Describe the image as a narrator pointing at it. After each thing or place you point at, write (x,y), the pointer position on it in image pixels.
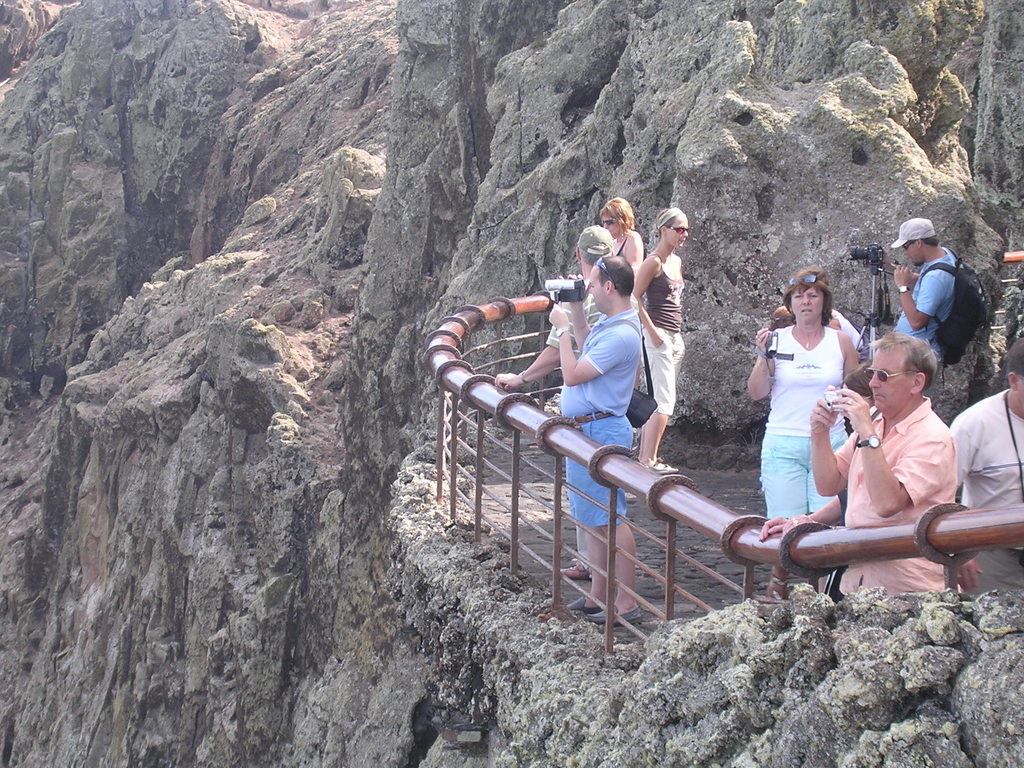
In this image, I can see few people (938,443) standing. This looks like a camera (879,265) with a tripod stand (874,308). I think these are the mountains (319,349). This is a kind of a fence (456,406).
